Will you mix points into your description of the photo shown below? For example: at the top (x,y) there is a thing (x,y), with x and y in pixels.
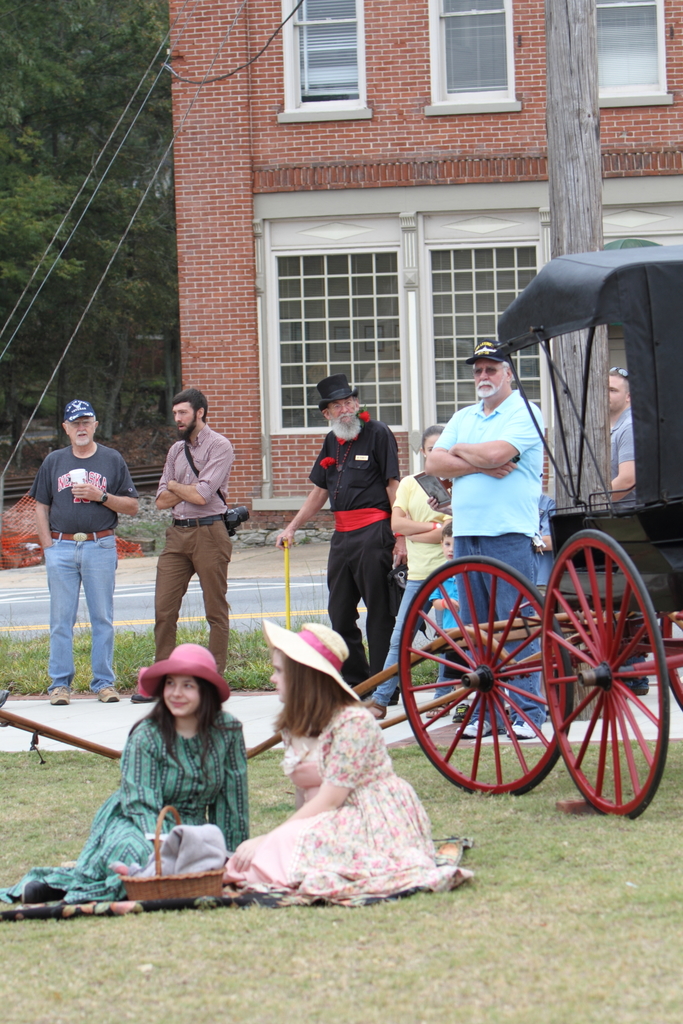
In this picture we can see a group of people (354,879) where some are standing and two women (302,721) are sitting on the ground (561,766), basket (156,850), camera (240,518) and in the background (254,511) we can see a building (472,187) with windows (438,3), trees (163,277).
